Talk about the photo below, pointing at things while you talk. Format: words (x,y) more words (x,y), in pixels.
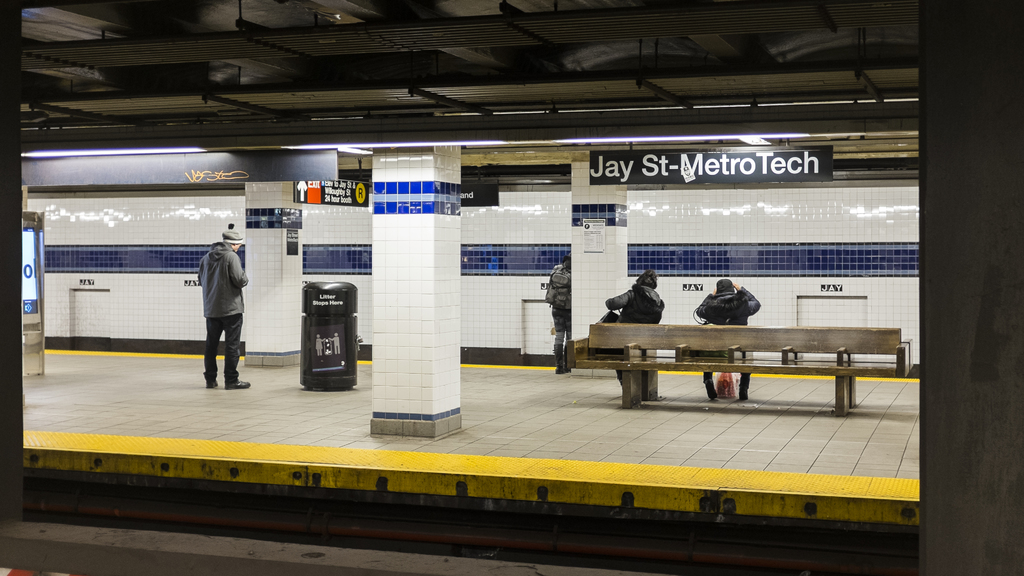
The picture consists of a platform (298,416), on the platforms (520,450) there are benches (675,367), people (220,305) and dustbin (333,322). In the background (303,218) there is a wall (172,234) with white and blue tiles (124,270). At the top (355,147) there are lights (745,135) and station board (660,172). At the bottom (433,513) there is a railway track (286,536).
